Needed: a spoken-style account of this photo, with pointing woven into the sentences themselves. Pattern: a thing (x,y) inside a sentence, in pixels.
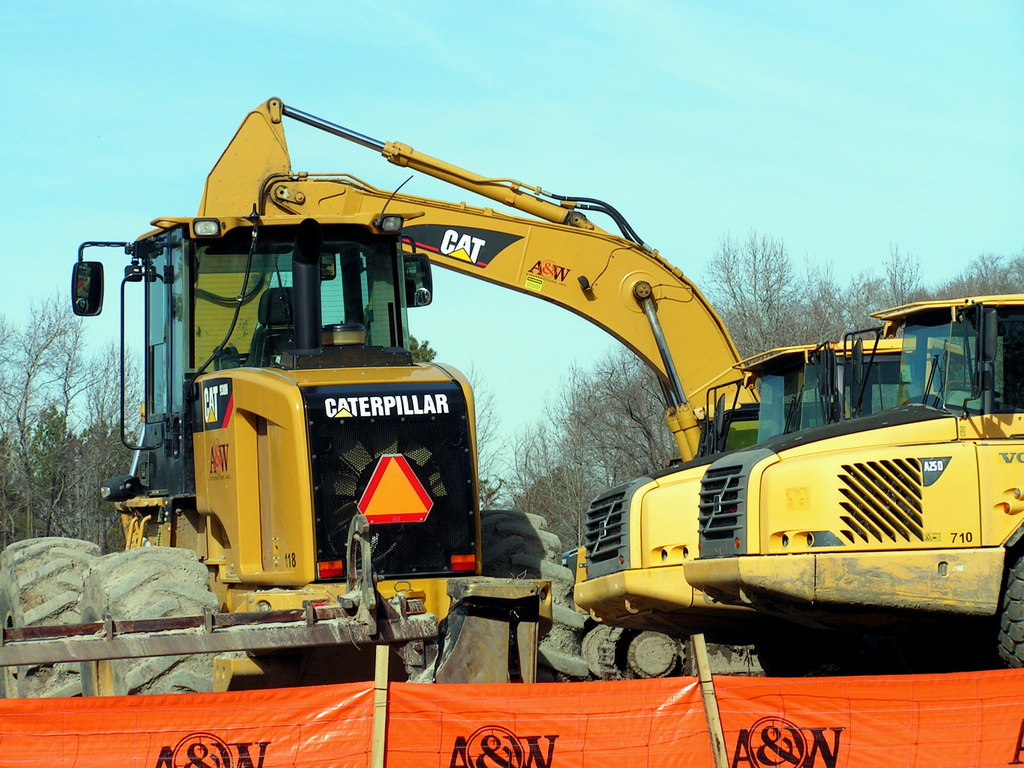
An outdoor picture. This are cranes (398,300) in yellow color. Far there are number of bare trees (59,406). Sky (488,323) is in blue color. In-front of this cranes (550,589) and orange chart (540,729).
